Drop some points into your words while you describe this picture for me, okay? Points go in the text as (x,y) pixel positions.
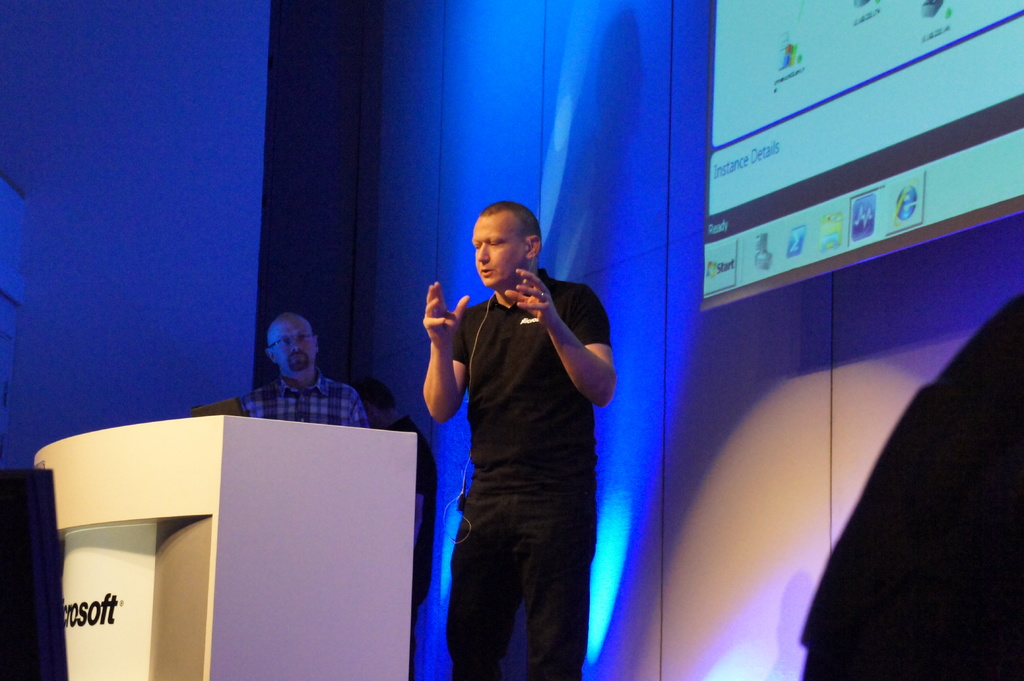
In the middle of this image (589,302) there is a man (522,431) standing and speaking by looking at the left side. At the back of him there is another man (305,415) standing in front of the podium (329,442) and looking at this man (532,341). In the top right-hand corner (860,179) there is a screen (910,112) on which I can see the text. It seems to be a stage (685,494).
